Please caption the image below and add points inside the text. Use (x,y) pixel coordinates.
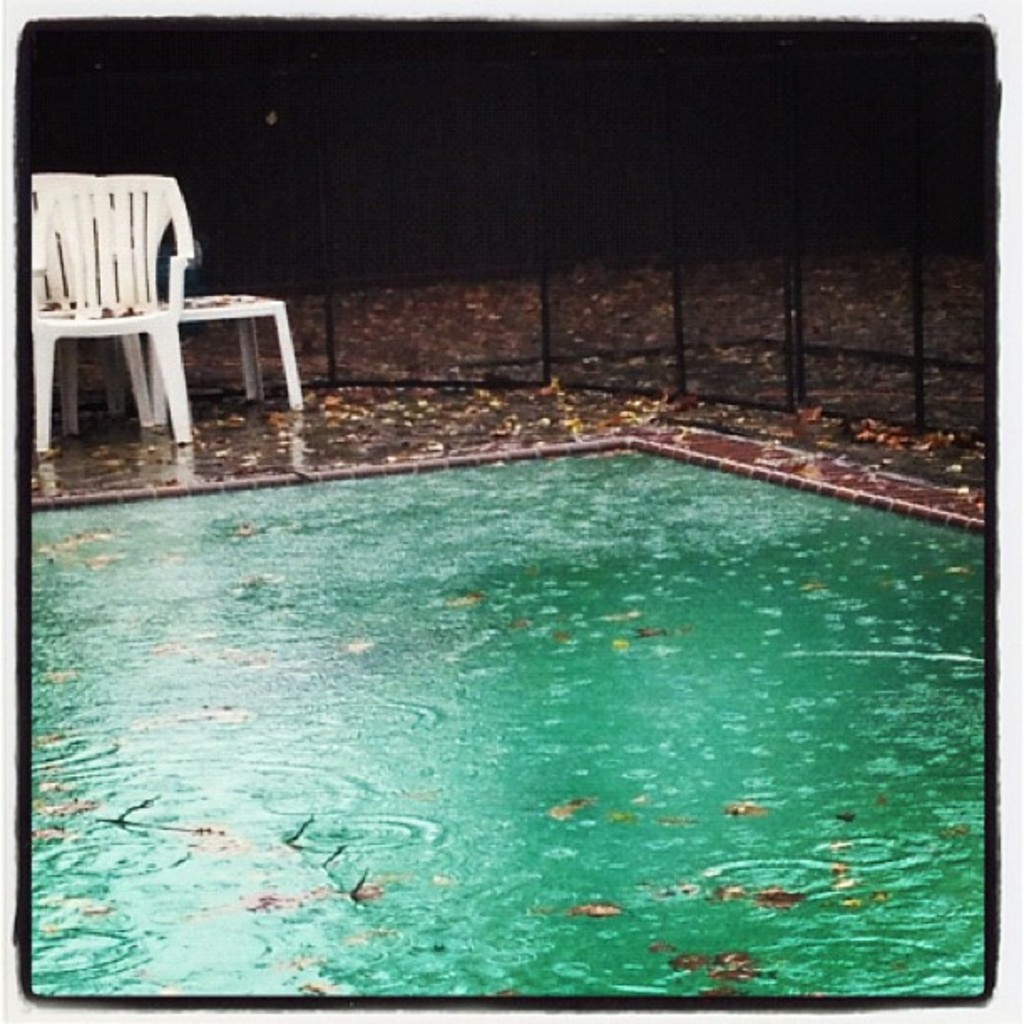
In this image there is a swimming pool (470,556), on which there are some dry leaves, there are a few chairs (67,279), behind that there is a net fence (822,301). The background (858,178) is dark.
